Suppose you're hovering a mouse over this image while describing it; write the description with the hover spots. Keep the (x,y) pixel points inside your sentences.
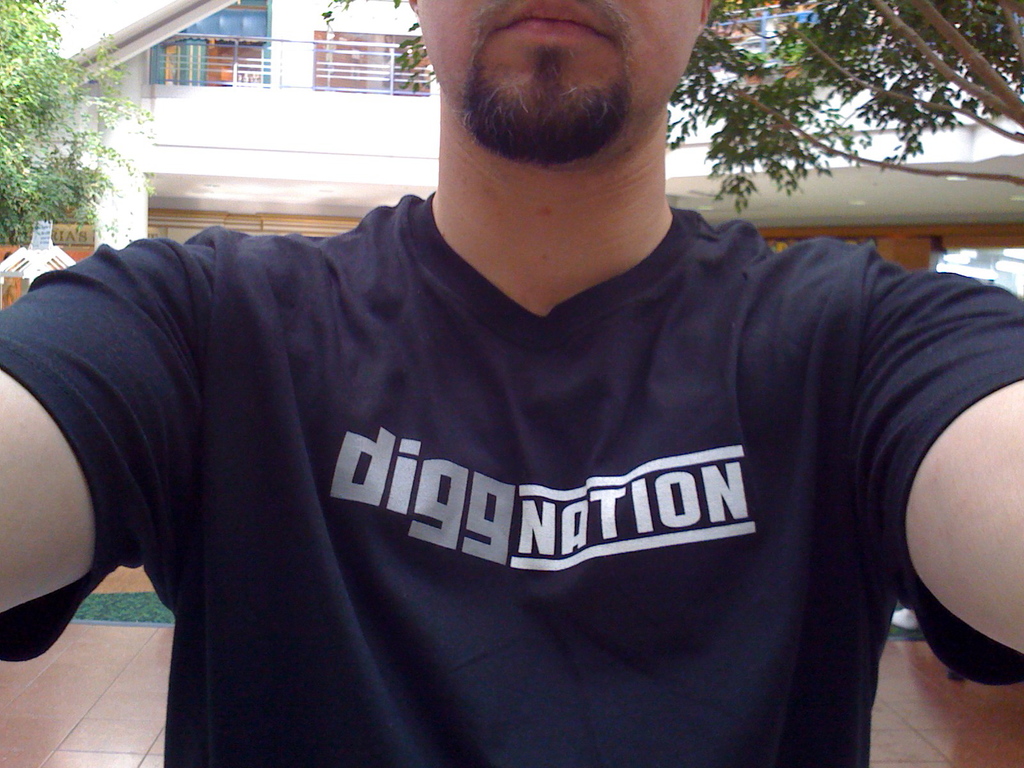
In the foreground (326,505) there is a man (491,474) wearing t-shirt (357,451). On the t-shirt (562,507), I can see some text (639,528). In the background (301,109) there is a building (198,98) and some trees (775,96).
